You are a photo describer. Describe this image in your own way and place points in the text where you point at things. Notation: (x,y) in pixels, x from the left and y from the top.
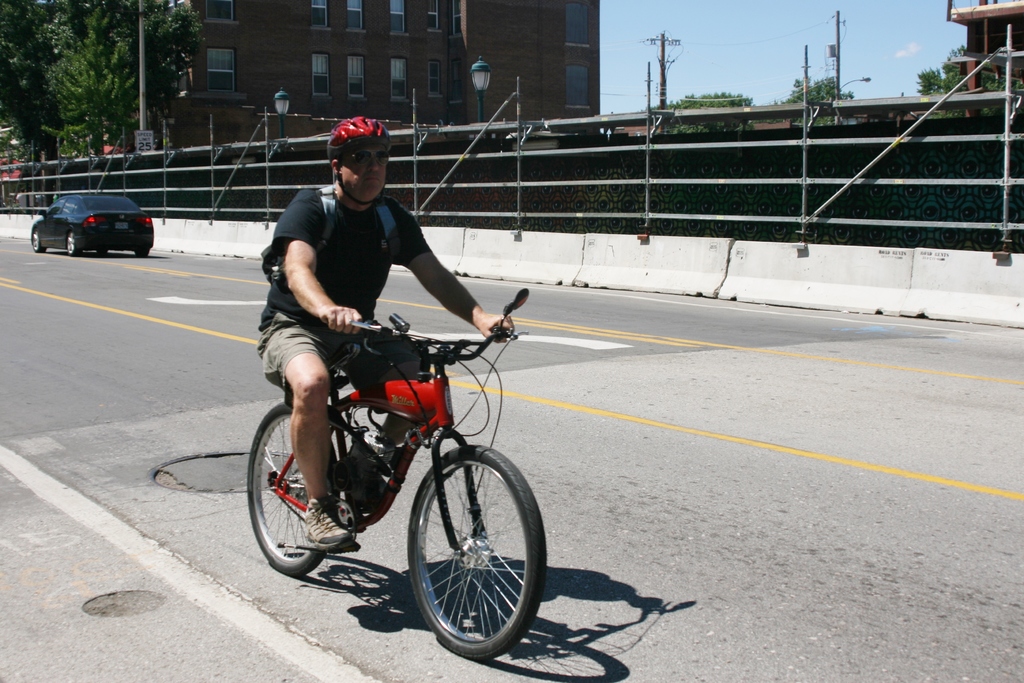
There is a man (427,246) on the bicycle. This is road (916,496). Here we can see a car (136,244). This is building (465,67) and there are trees (112,101). And this is pole (141,127).
